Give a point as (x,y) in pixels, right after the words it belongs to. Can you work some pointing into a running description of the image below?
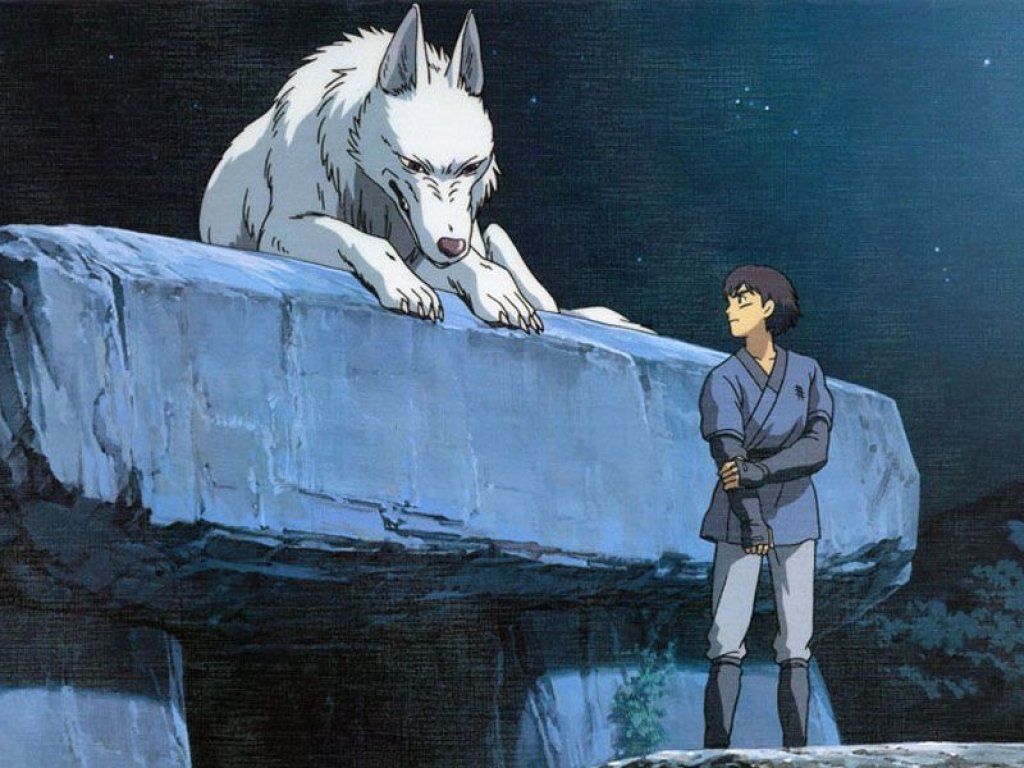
It is an animated image. In this image we can see an animal (419,274) on the rock (395,440). We can also see the man (735,633), plant (657,670) and also the sky (749,124) and stars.
